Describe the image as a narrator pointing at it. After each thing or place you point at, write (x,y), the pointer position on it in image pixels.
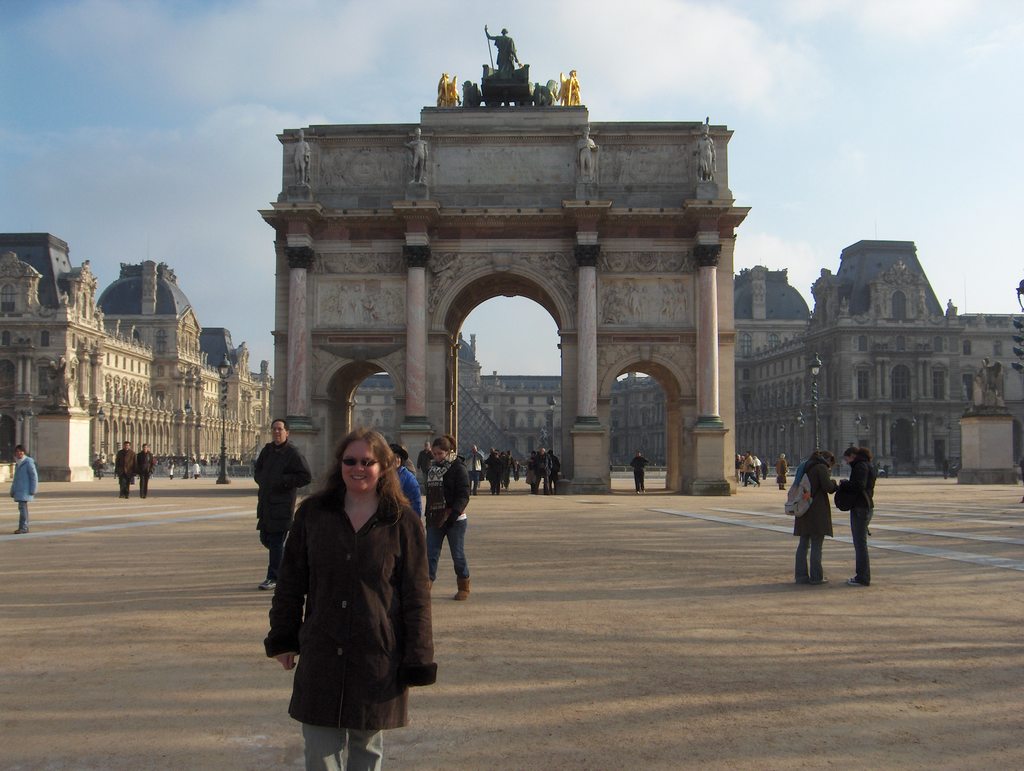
There is a woman (403,554) in a coat (376,547), smiling and standing on the road (289,752). In the background (554,92), there are persons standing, there are persons (779,456) walking, there are statues (566,99) on the architecture (355,218), there are buildings (905,337) and clouds (543,39) in the blue sky (585,95).
